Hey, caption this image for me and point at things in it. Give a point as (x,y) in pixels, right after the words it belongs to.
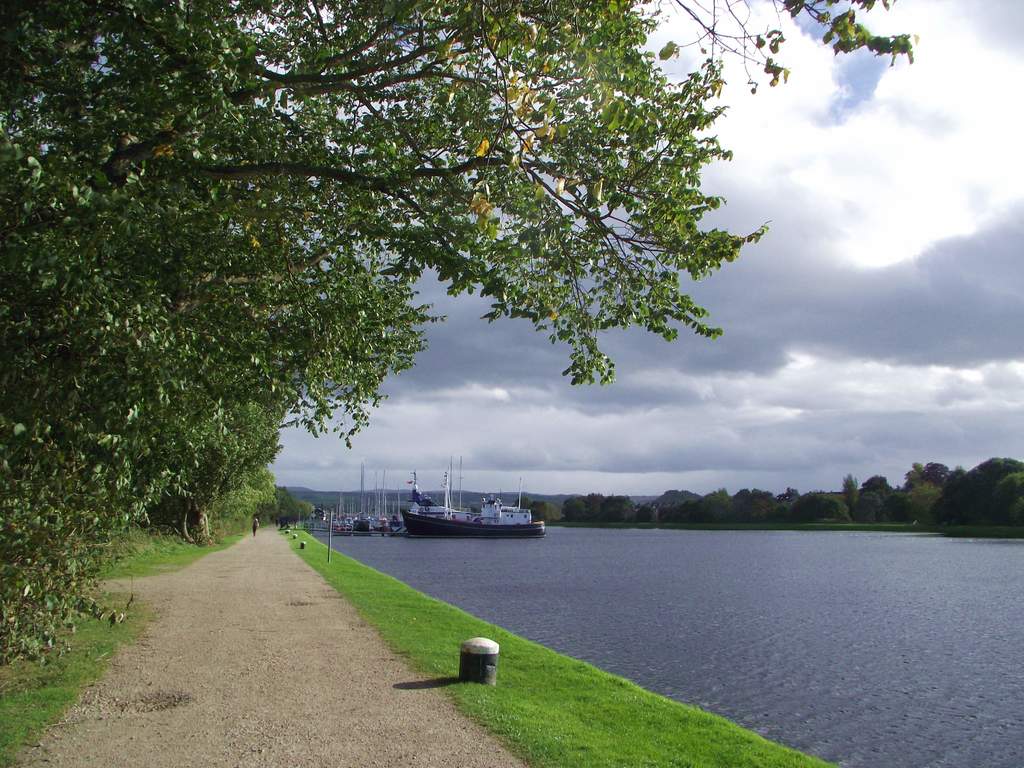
This looks like a pathway (279,583). Here is the grass (462,641). I think this is a river (591,546) with the water (738,580). I can see the boats (398,523) on the water (548,540). These are the trees (217,462). I can see the clouds (782,378) in the sky (856,382).
